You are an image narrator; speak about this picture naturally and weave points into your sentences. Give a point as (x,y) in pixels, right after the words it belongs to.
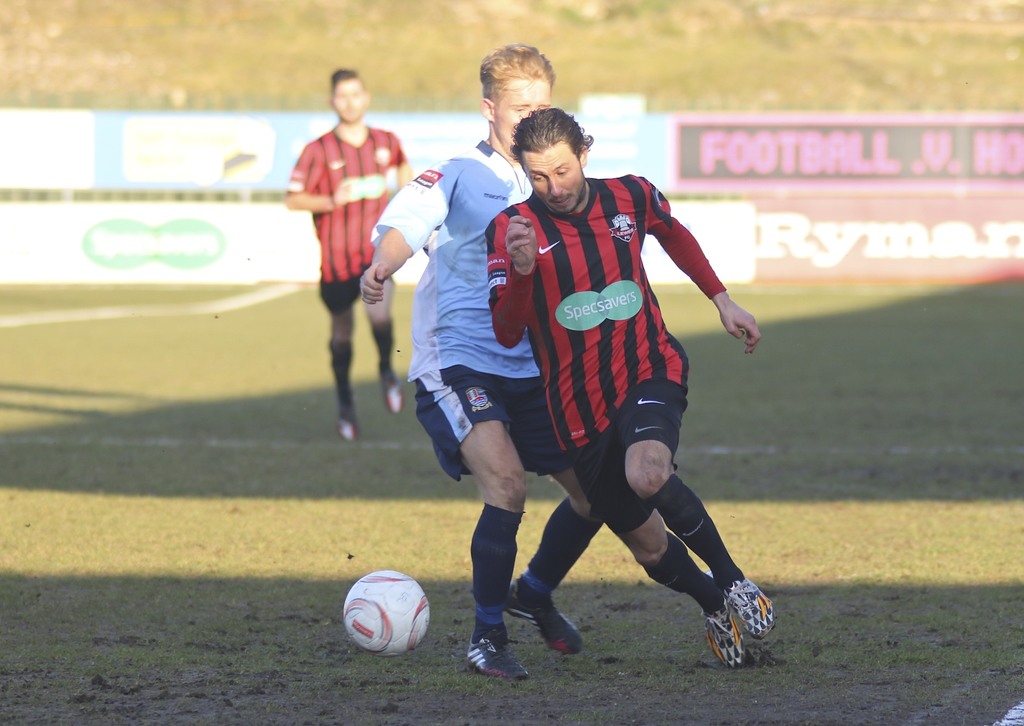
In this image I can see three persons (338,362) playing game. The person (571,379) in front (574,413) wearing black and red color dress (580,397) and the ball (398,625) is in white color. Background (167,180) I can see few boards (185,177) attached to the pole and grass (346,10) in brown color.
